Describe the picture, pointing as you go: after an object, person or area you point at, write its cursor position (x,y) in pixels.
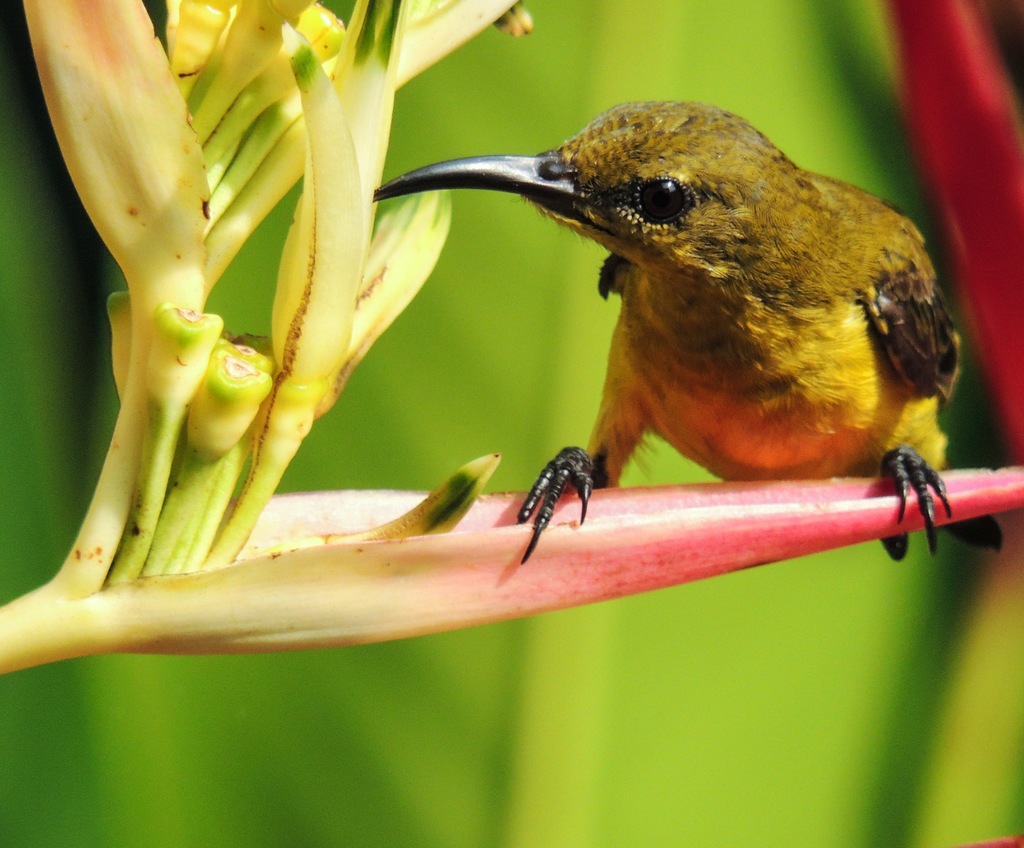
In this image we can see there is a bird (727,325) on the flower (141,594).
